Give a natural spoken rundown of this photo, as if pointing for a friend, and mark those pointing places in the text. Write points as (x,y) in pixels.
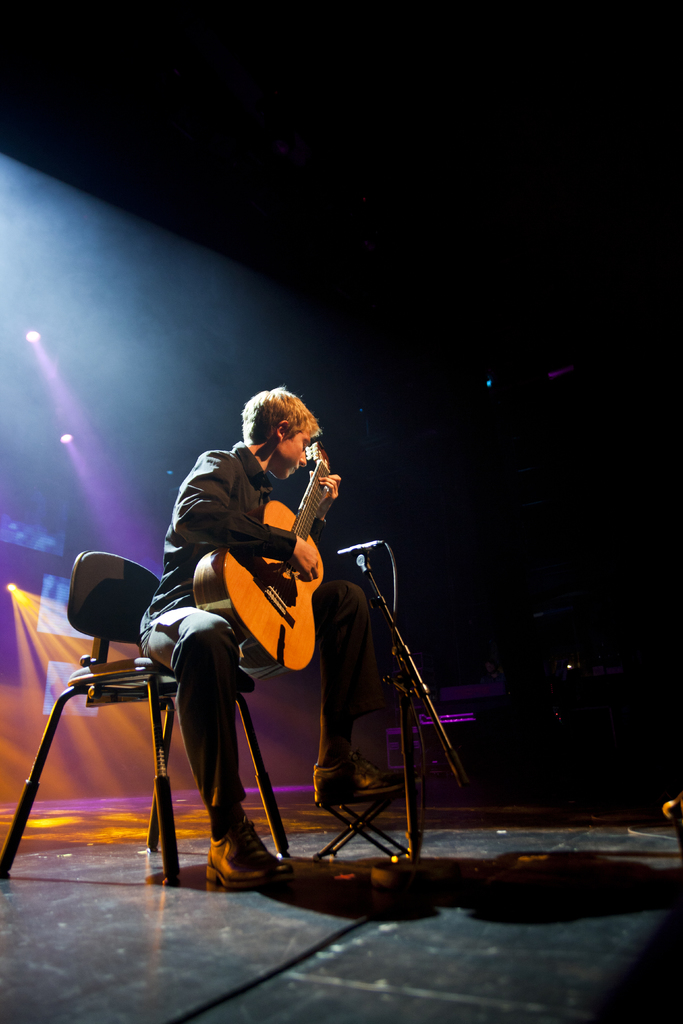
In this picture a man (221,626) is seated on the chair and playing guitar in front of microphone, in the background (61,386) we can see couple of lights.
